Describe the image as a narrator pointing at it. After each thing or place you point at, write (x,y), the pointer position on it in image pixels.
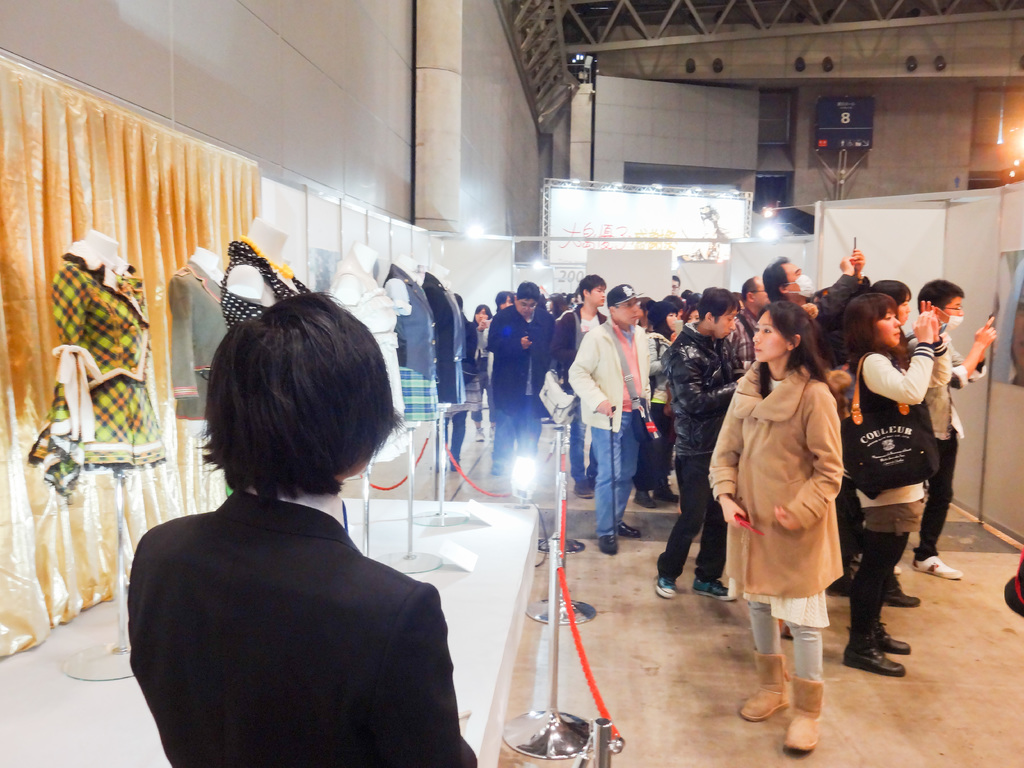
In this image we can see clothes (397,346) to the mannequins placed on the stands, barrier poles (511,725), electric lights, curtains (48,189), persons (640,335) standing on the floor (846,613) and some of them are holding cameras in their hands (853,264), grills (664,35) and name boards (825,132).
